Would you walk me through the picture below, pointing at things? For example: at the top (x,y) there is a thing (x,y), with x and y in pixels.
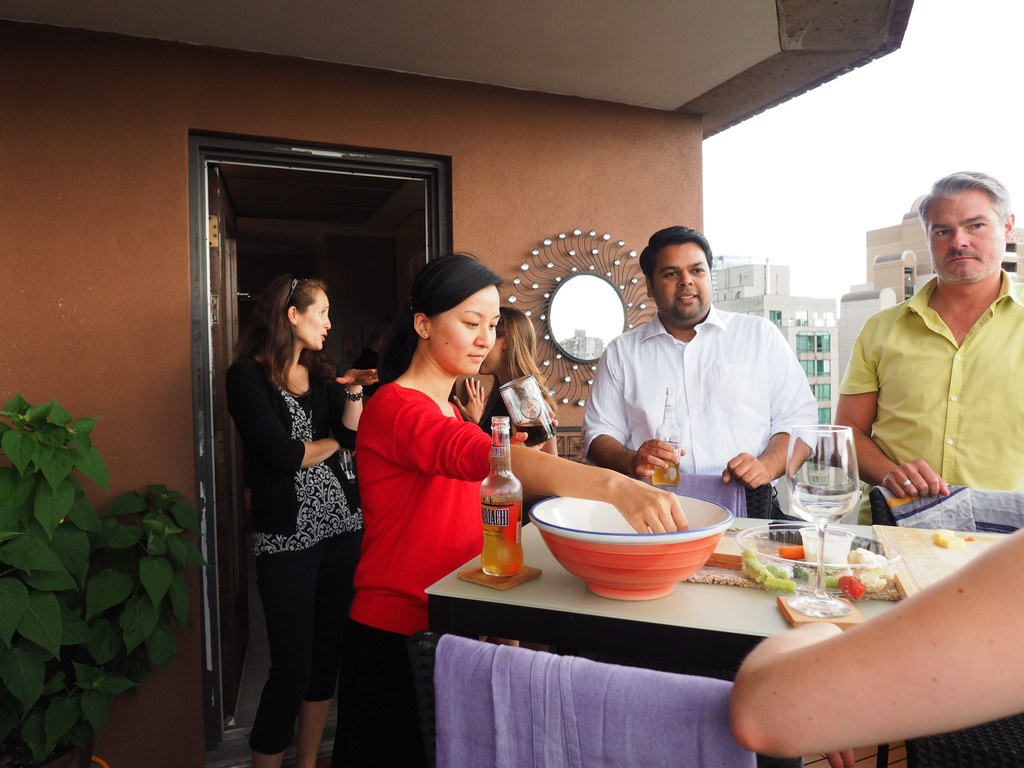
This picture is taken outside of the house (125,404). Towards the right (811,738) there is a table (438,587) and a group of people (483,305) are standing besides it. On the table (751,602) there are bottles (510,498), bowl (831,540), tray (776,559), glass (812,612) and some food (778,572) etc. In the center (447,287) there is a woman (463,285) with red top (385,597) and black skirt (379,666). Besides her there is a man (656,382) wearing a white shirt (762,448). Towards the left corner (147,600) there is a plant (22,409). Towards the right corner (988,368) there is a man (1000,240) in yellow shirt (974,381). In the background (404,243) there is a door (440,222), besides there is a mirror (599,244).
